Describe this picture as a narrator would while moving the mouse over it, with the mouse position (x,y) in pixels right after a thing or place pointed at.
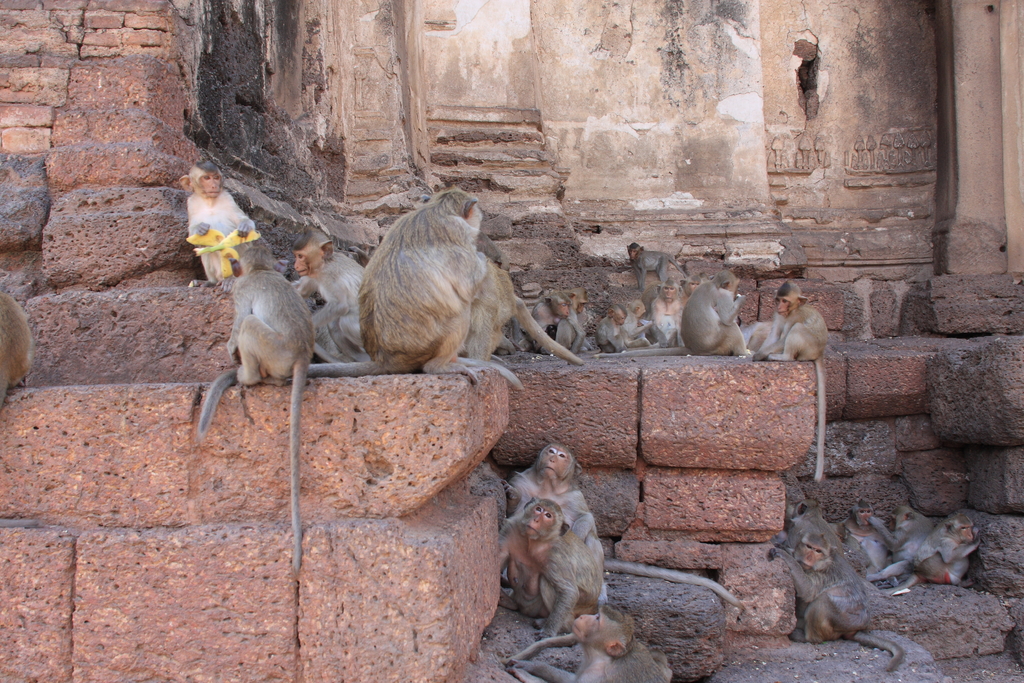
A group of monkeys (431,266) are sitting on this stone wall (544,414).
